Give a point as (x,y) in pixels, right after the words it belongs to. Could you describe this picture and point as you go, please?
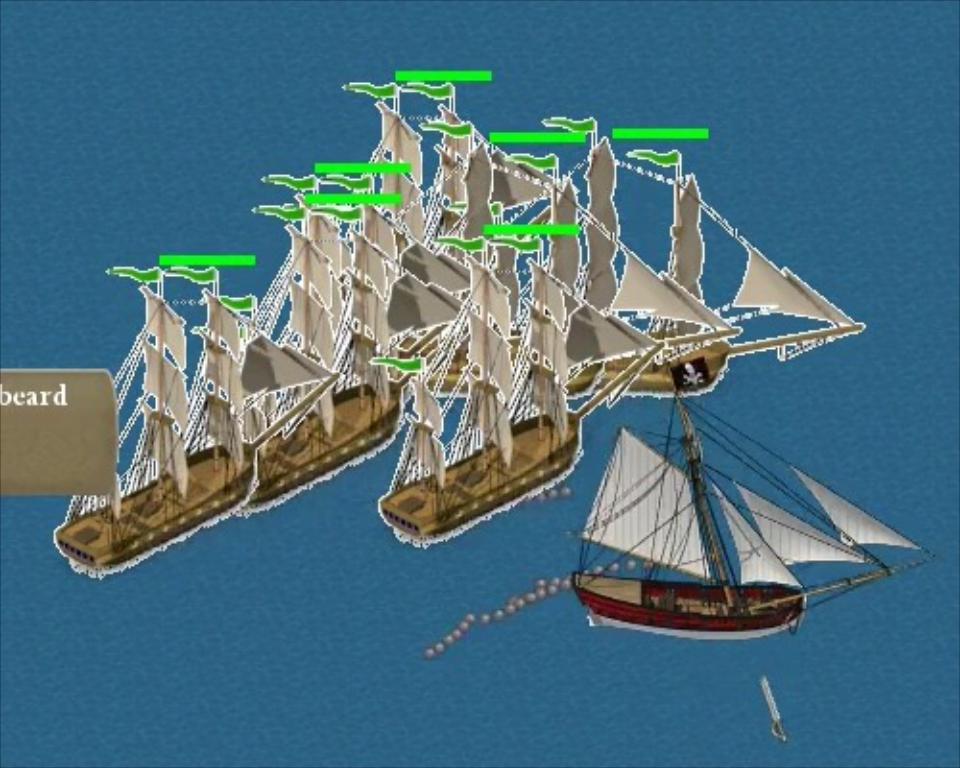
It is an animated picture, there are many boats (508,410) in the image.
